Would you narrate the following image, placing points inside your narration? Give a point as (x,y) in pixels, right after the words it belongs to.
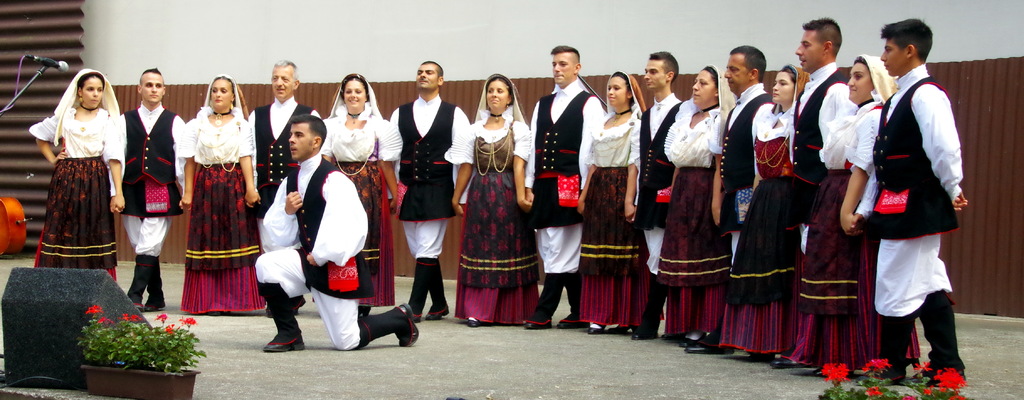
In this image I can see group of people (149,113) standing. In front (324,229) the person (337,227) is wearing black and white color dress (346,226) and I can see few flowers (168,329) in red color, plants (141,355) in green color and I can also see a microphone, background (217,16) the wall (299,21) is in white color.
